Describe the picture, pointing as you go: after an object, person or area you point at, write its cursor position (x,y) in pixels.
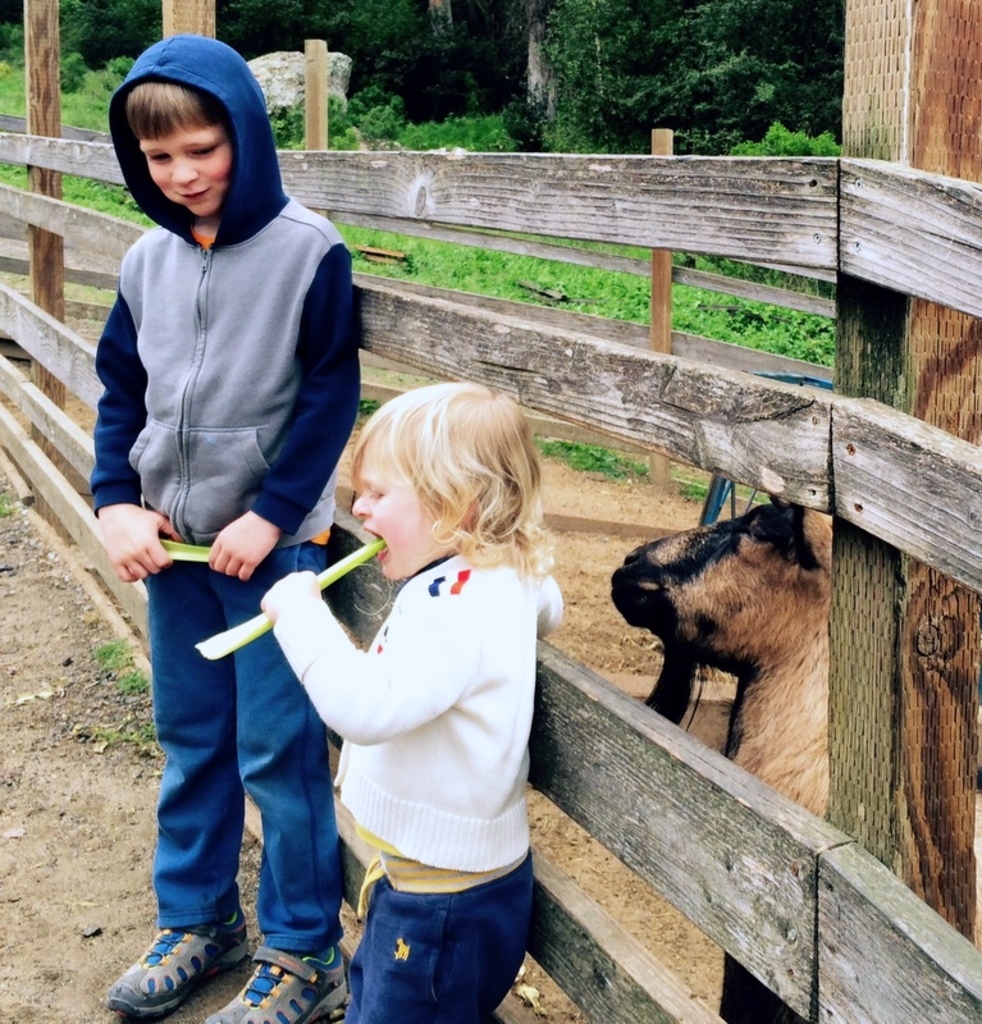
In this picture we can see a boy (316,446) holding an object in his hand (263,535) and standing on the path (70,600). He is smiling. We can see a child (324,699) kept an object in the mouth (380,537). There is a wooden fence (922,370) visible from left to right. Behind the fence (551,737), we can see an animal (709,582), few plants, rock (273,97) and some trees (670,73) in the background (537,105).
